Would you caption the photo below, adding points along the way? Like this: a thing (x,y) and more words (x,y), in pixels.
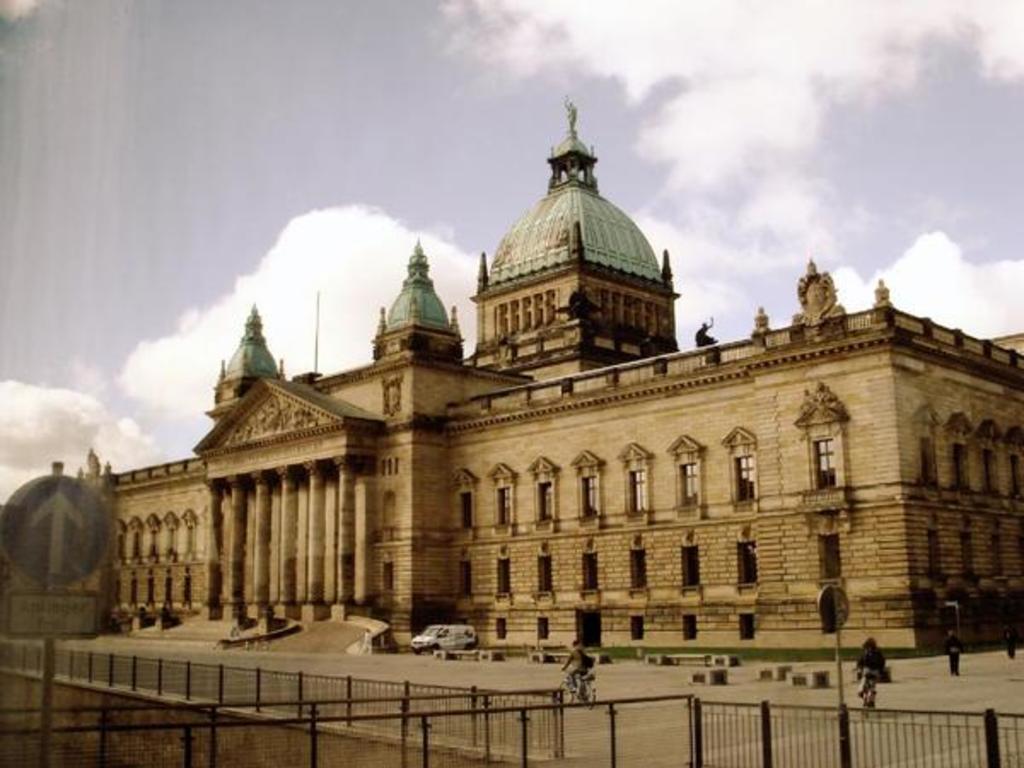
In this picture we can see a building (524,482), at the bottom (548,737) there is fencing (517,726), there are two persons (867,671) riding bicycles (865,694), we can see a van (439,642) in the middle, on the left side (59,626) there is a board (61,551), we can see the sky (259,148) and clouds (584,41) at the top of the picture (420,96).
